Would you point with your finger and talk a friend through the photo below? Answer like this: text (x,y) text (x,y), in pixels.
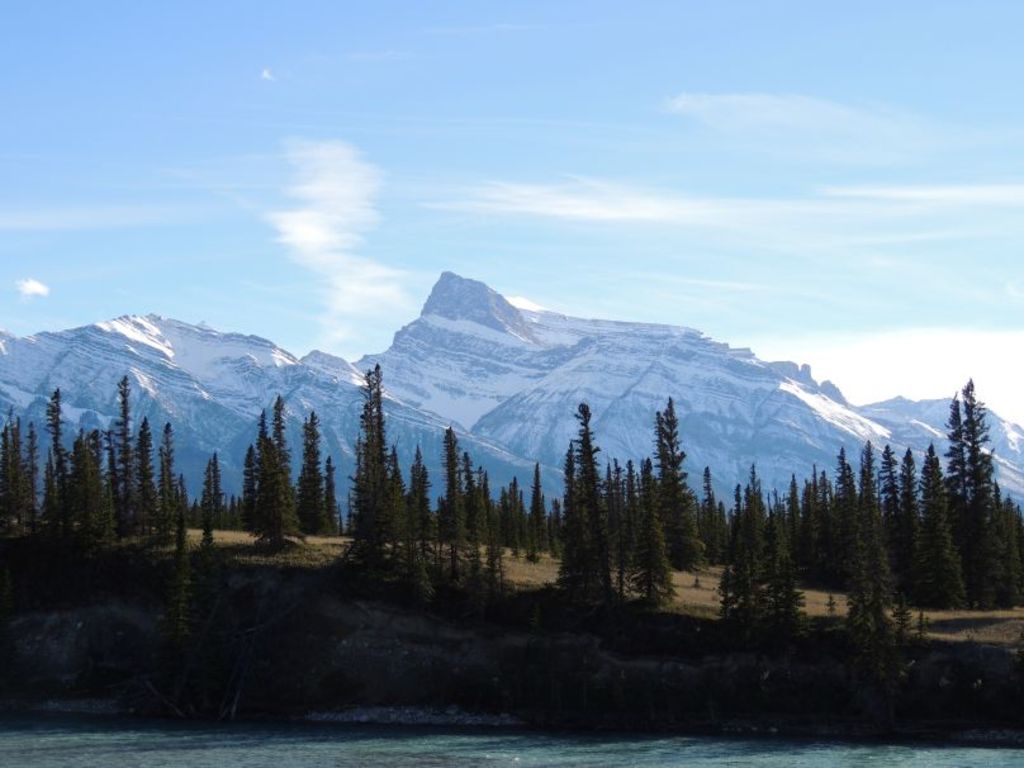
At the bottom of the picture (298,742), we see water (253,741) and this water (432,740) might be in the lake (485,736). In the middle of the picture (446,511), we see the trees (684,535). There are mountains (744,404) in the background (592,407). At the top (493,118), we see the sky (444,99) and the clouds (326,203).
